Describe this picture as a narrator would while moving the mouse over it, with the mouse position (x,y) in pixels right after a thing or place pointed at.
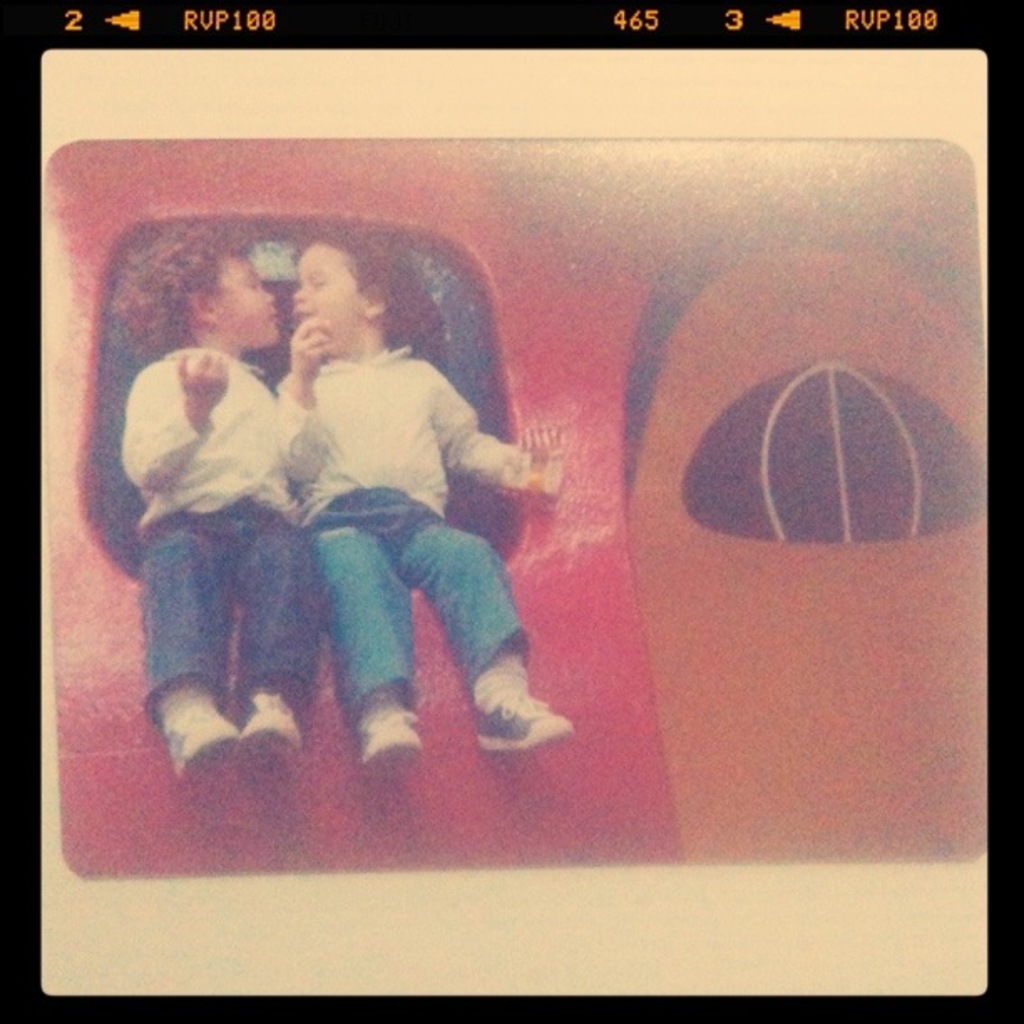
In this picture we can see a screen (761,659), on this screen (794,642) we can see people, some objects (770,631), at the top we can see symbols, some text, numbers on it.
